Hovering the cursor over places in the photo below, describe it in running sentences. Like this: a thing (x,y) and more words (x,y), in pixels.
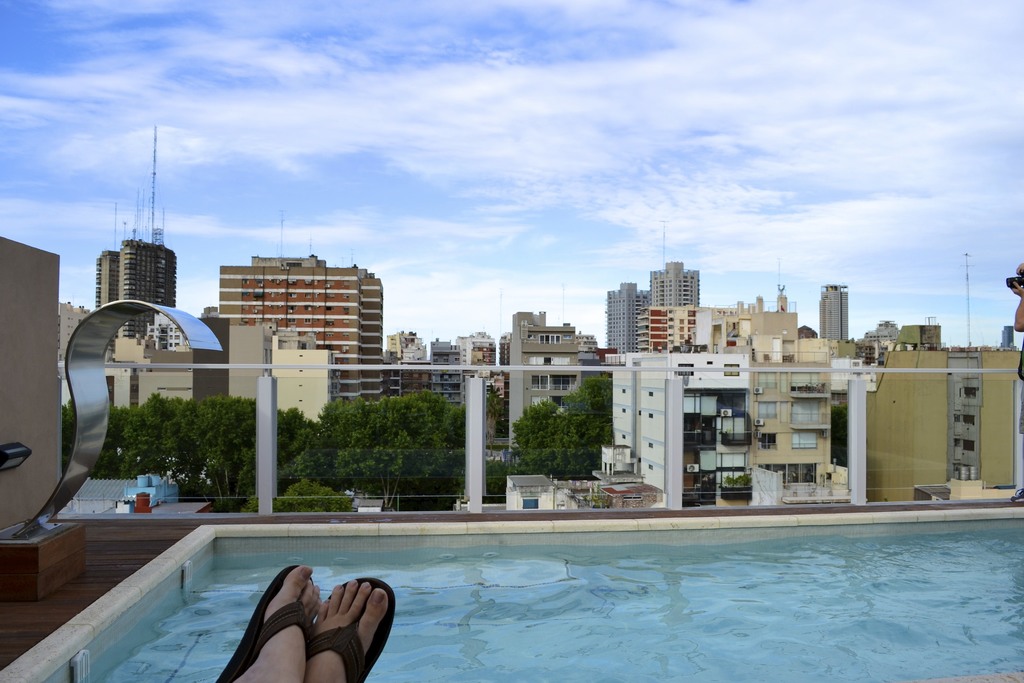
In the center of the image (676,288) we can see the buildings (570,351), poles (155,172), trees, windows (794,378), roofs (96,486), railing (258,479). At the bottom of the image (281,568) we can see a pool (422,562) which contains water (474,565) and also we can see a person's legs (296,654) and footwear (354,634). On the left side of the image (29,311) we can see the wall (57,380) and structure (99,364). On the right side of the image (1018,500) we can see a person (1020,264) is standing and holding a camera (1014,280). At the top of the image (351,134) we can see the clouds (444,139) are present in the sky (453,291).
